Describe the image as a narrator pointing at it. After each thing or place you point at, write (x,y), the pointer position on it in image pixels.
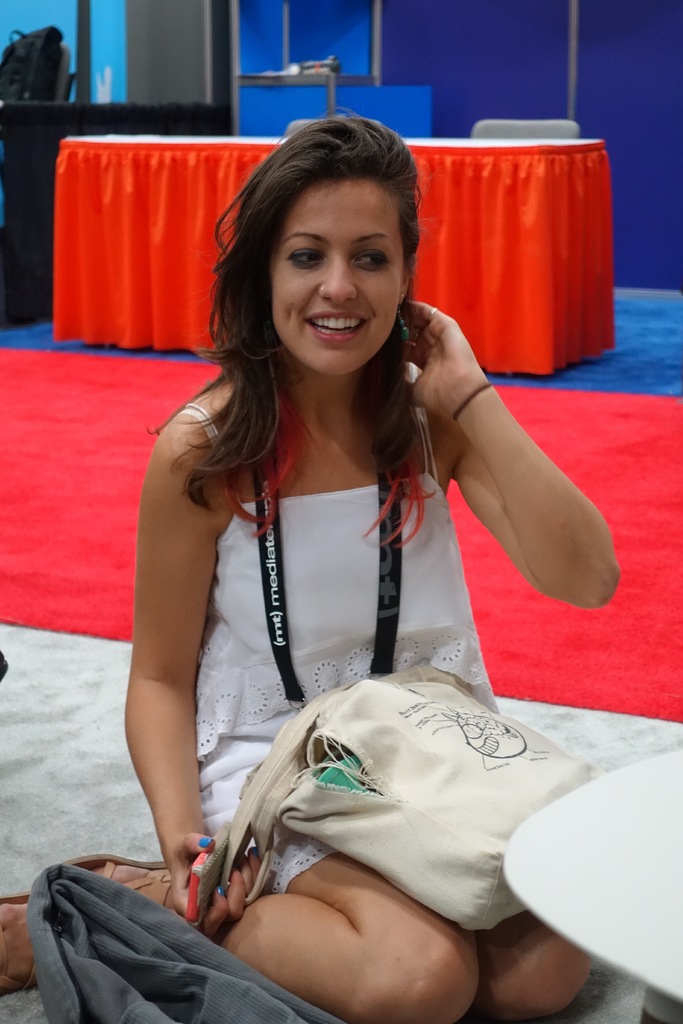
In the middle of this image (449,453), there is a woman (227,516) in a white color dress (241,594), smiling, wearing a badge (290,681), holding a mobile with a hand (211,908), sitting and keeping a handbag (319,829) on her lap (360,878). Beside her, there is a cloth (157,980) and a white color object (600,942). In the background (671,529), there is a red color carpet (168,394) on the floor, there is a table (415,137) which is covered with an orange color cloth (572,216). Beside this table (541,143), there is a chair (532,134), there is a wall (511,114) and other objects (16,62).
